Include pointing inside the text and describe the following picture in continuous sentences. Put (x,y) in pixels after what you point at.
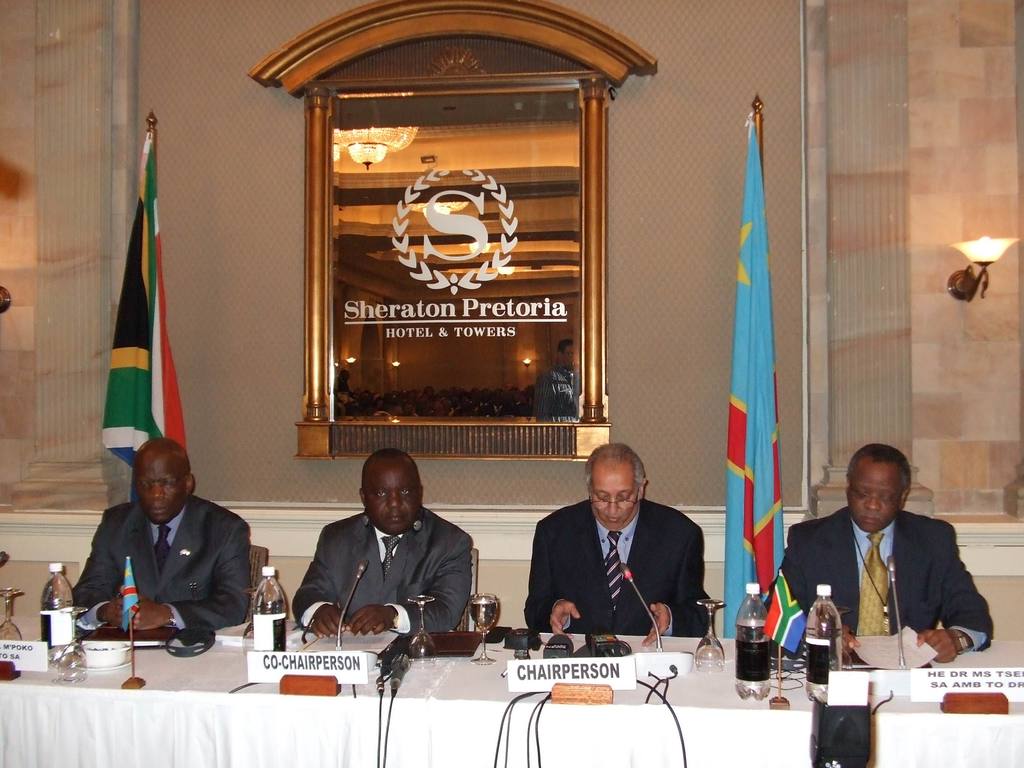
In this image I can see four men (364,512) are sitting on chairs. I can see they all are wearing shirt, tie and blazers (214,575). I can also see a table (468,699) and on it I can see white colour tablecloth (203,729), few mics (890,570), few water bottles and I can see something is written at few places. In the background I can see few flags (125,309), a light (1001,243) and I can see something is written over here.
